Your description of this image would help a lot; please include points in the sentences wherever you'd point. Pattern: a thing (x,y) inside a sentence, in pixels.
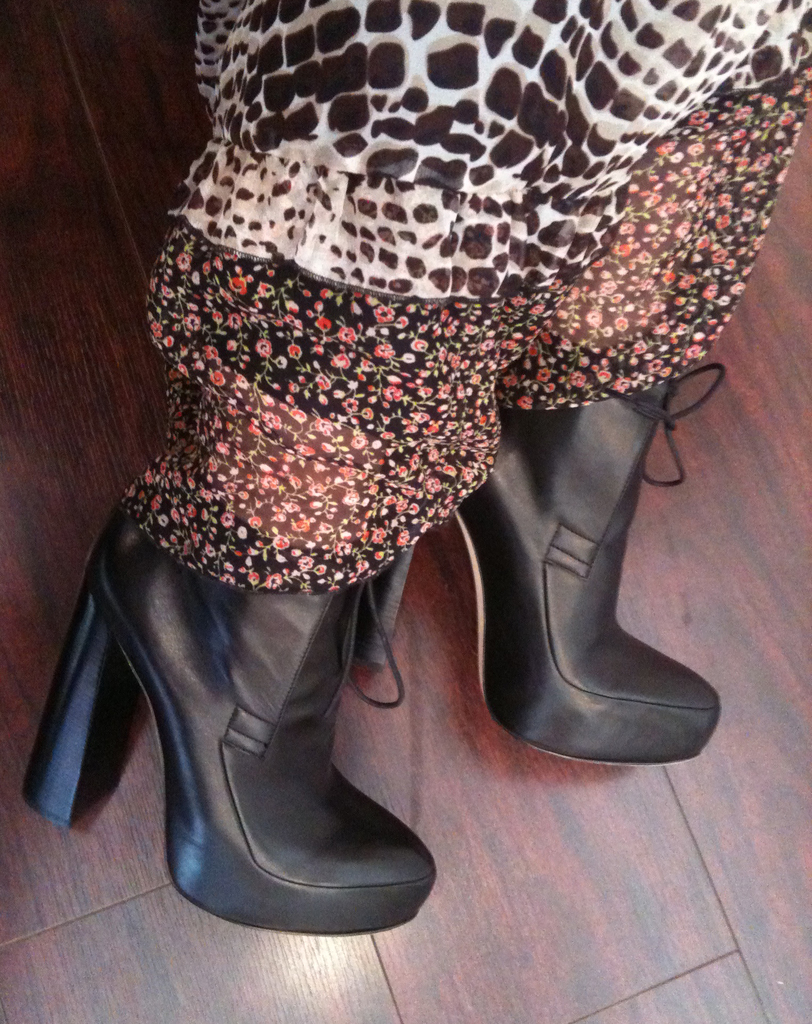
In this image we can see the shoes (156,719) of a person (404,204). At the bottom of the image (554,940) there is a wooden floor (575,934).
